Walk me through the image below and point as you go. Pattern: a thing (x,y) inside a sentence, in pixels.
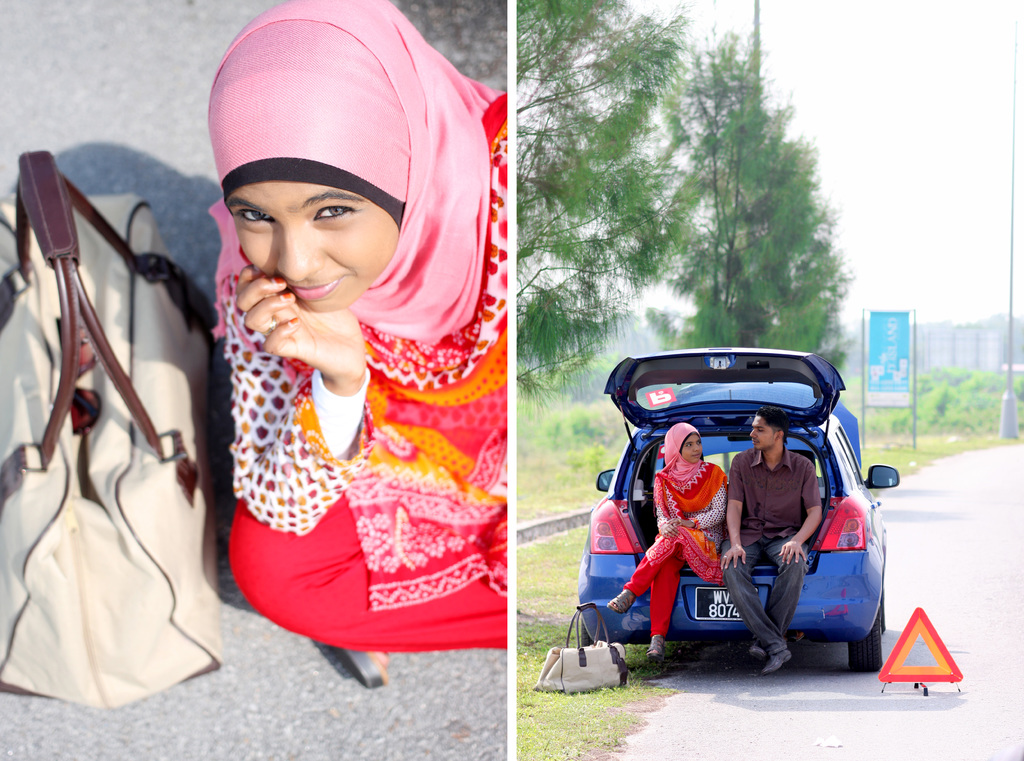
In this image I can see two person (749,516) sitting in the car (700,585). On the road (887,720) there is a bag (590,673). At the back side (753,244) there are trees (756,262) and a board (897,365).
